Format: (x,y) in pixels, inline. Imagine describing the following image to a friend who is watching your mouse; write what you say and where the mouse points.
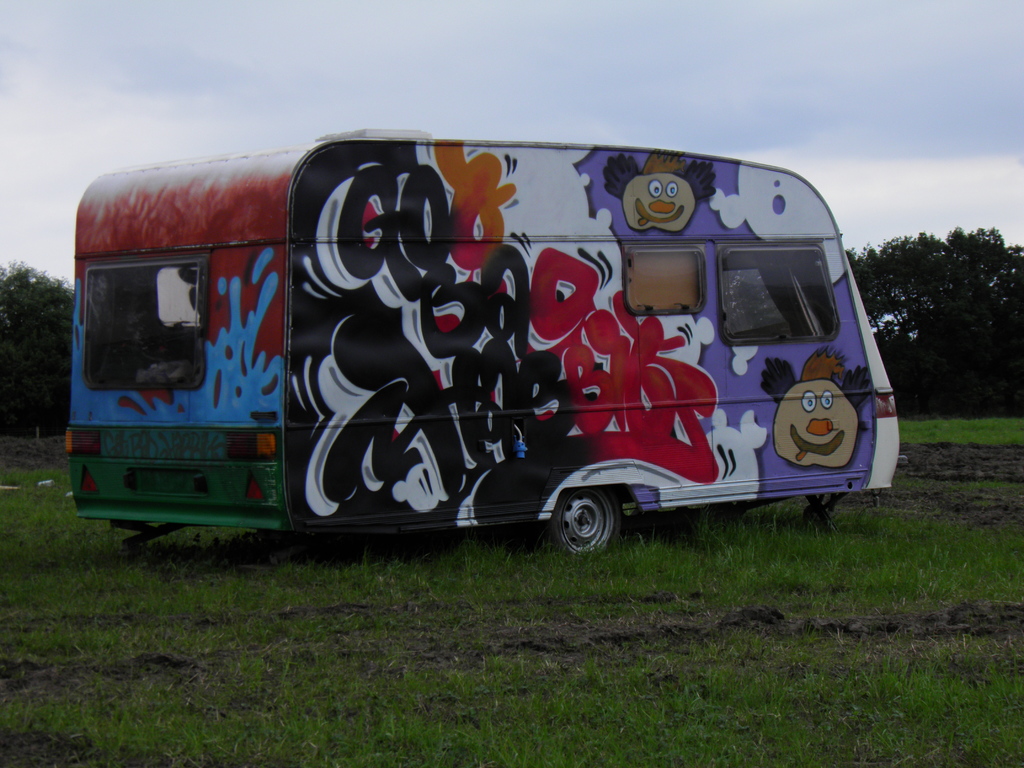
In this image we can see a vehicle (571,487) on the ground (621,619), on the vehicle (456,389) we can see some graffiti (490,308), there are some trees (872,325) and grass (549,678), in the background (829,8), we can see the sky (422,38) with clouds (422,38).
